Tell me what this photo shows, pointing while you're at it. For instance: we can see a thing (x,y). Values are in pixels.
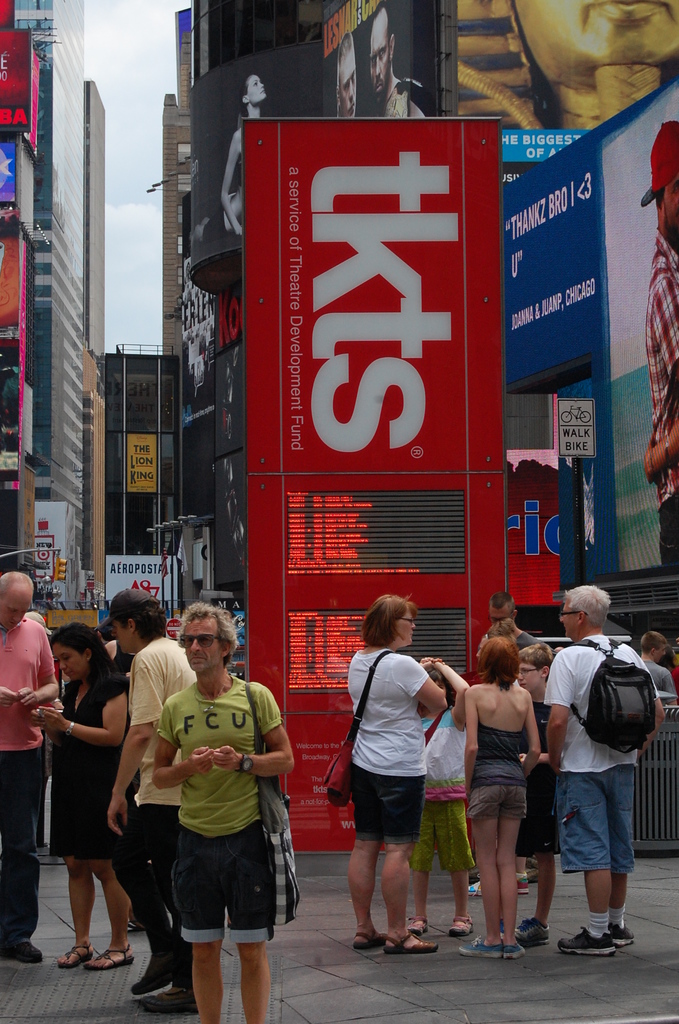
This image is taken outdoors. At the top of the image (110,57) there is the sky (110,293) with clouds (141,48). At the bottom of the image (386,975) there is a floor (315,966). In the background (187,351) there are a few buildings (76,222). There are many boards (2,267) with text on them. There are many boards (274,103) with many images (205,150) on them. In the middle of the image (363,677) a few people (392,710) are standing on the floor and there is a railing (638,793).
